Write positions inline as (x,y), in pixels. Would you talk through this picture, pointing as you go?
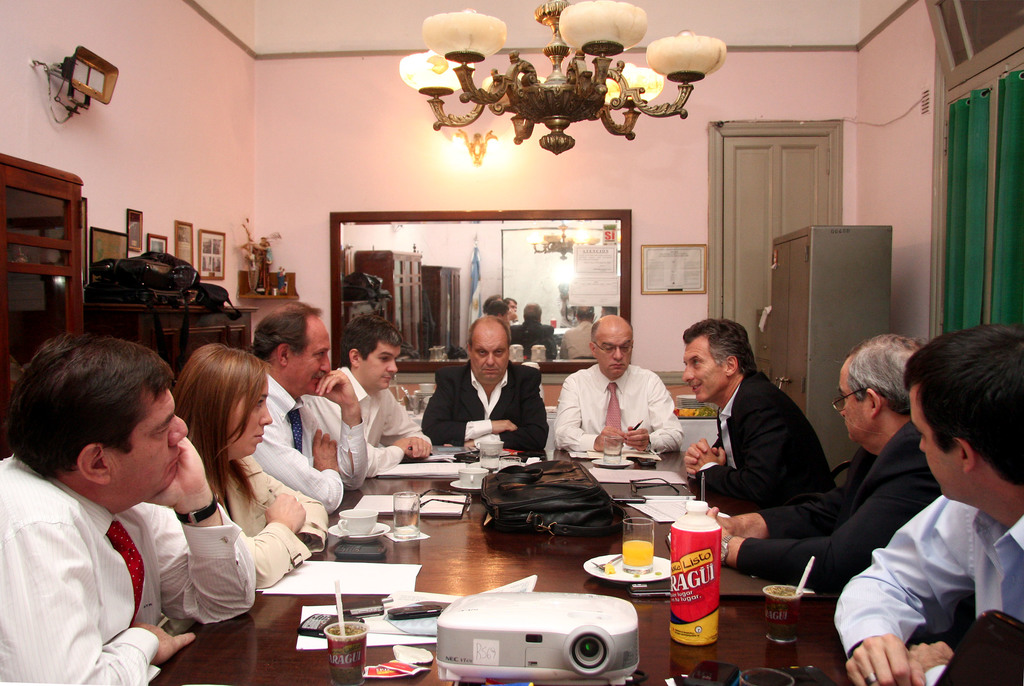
In the image we can see there are lot of people (651,449) who are sitting on chair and on table (645,632) there is projector (585,647) and bottle (696,566).
